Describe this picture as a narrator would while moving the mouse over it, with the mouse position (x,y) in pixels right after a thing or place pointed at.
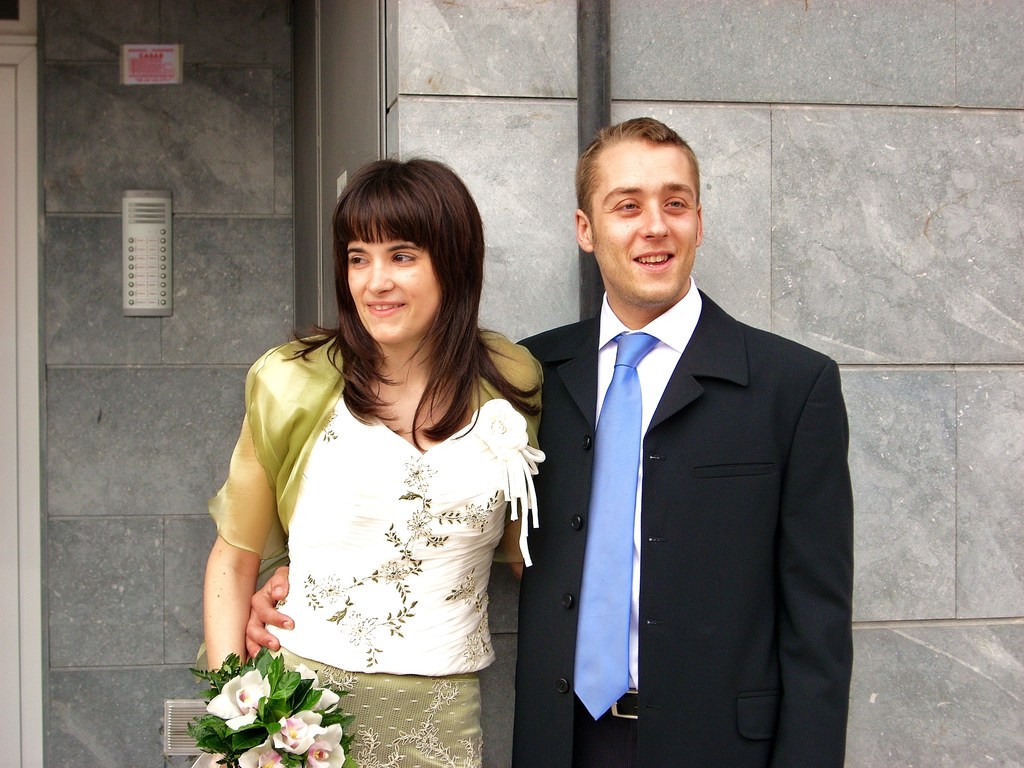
In this image, we can see a woman (423,442) and man (552,351) are smiling. At the bottom (311,721), we can see a flower bouquet (244,706). Background (553,170) there is a wall (556,142), rod (602,77), doors (348,138), some object (156,217), poster (139,76).
